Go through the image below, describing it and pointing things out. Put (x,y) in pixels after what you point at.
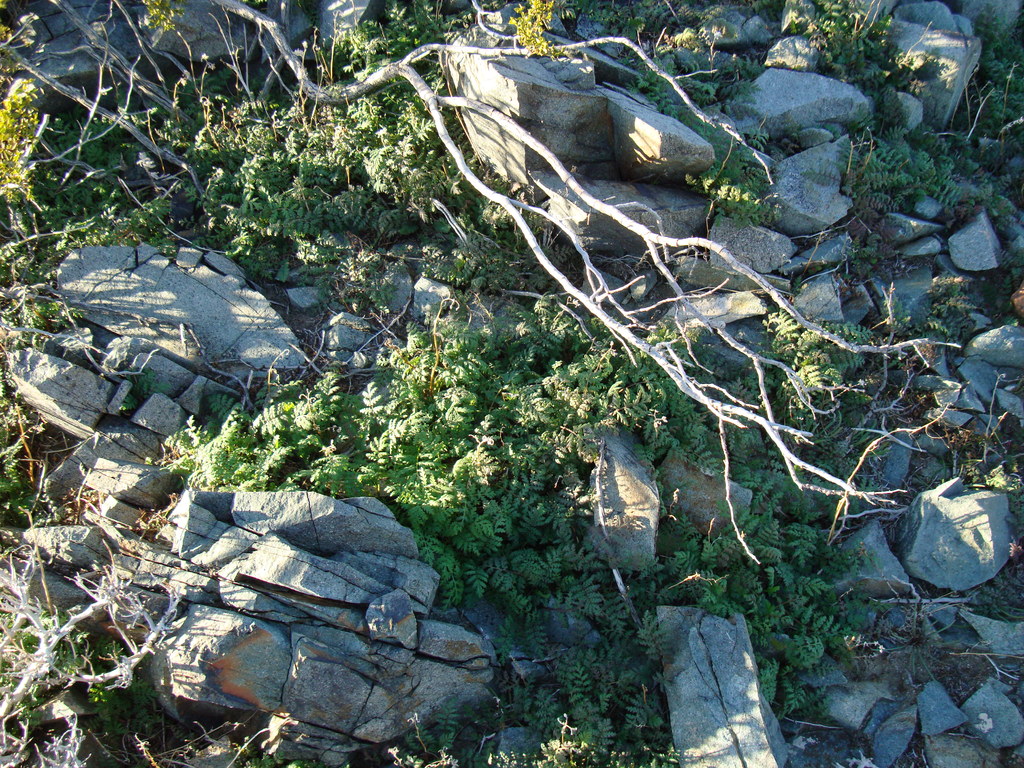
In this picture I can see number of rocks (709,265) and few trees (372,401).
